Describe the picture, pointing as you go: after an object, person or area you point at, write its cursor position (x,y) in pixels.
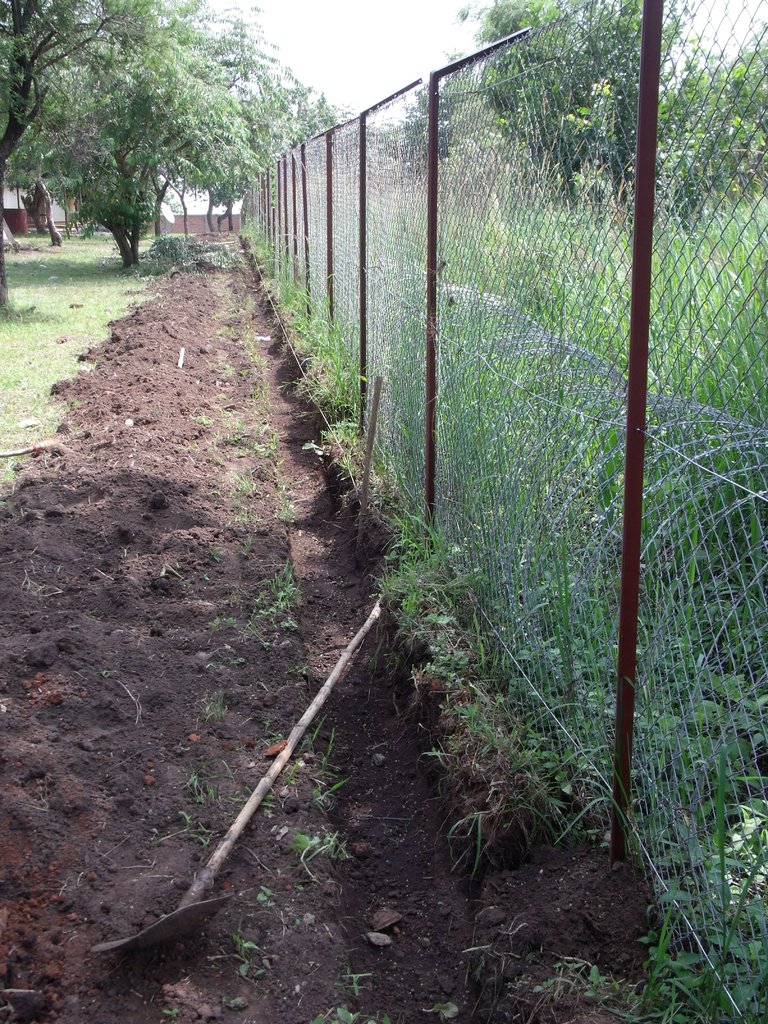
In this image we can see the soil (333,635), soil excavation tool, grass (335,389) and other objects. In the background of the image (178,187) there are trees (134,126), sky (388,90) and other objects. On the right side of the image (663,581) there is a fence (649,364), trees (722,101), plants (754,828) and other objects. At the bottom of the image (365,945) there is the ground (487,964).
